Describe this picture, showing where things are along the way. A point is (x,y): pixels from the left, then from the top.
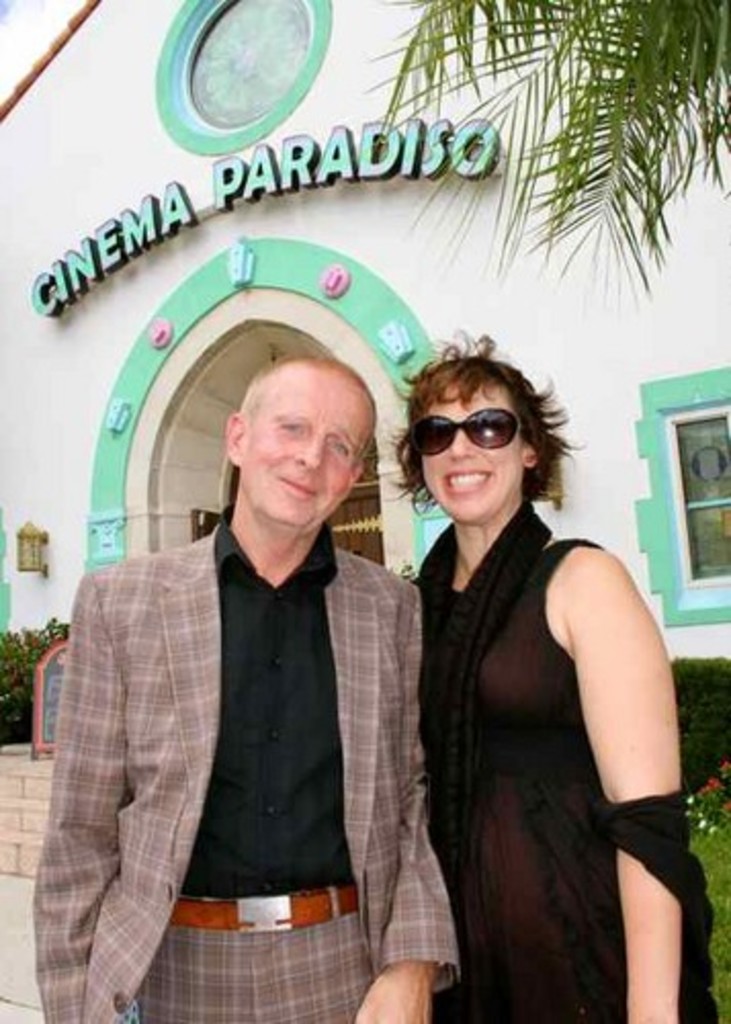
In this picture we can see two people (364,950) smiling and a woman (441,618) wore goggles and at the back of them we can see plants (42,649), steps (38,787), board (42,659), leaves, building (305,20) with a window (729,535) and some objects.
